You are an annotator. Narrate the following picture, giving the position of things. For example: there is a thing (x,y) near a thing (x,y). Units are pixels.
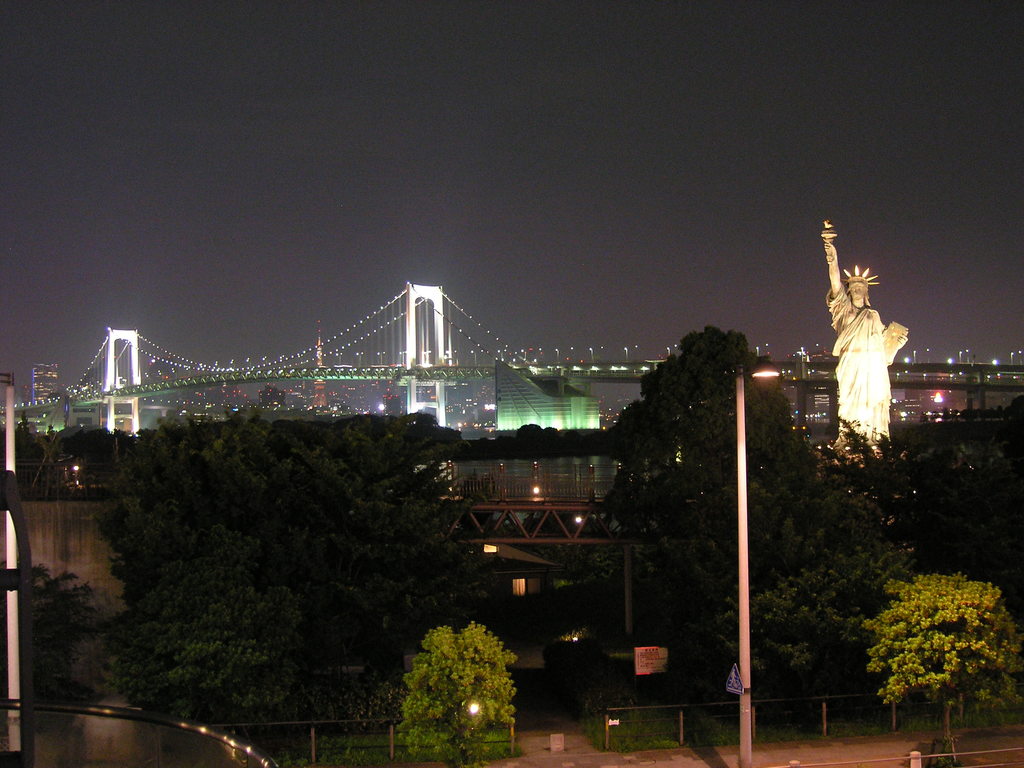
This picture is clicked outside the city. At the bottom of the picture (646,640), we see trees (654,618) and a street light (743,653). Behind that, we see a bridge (555,508) and on the right side (885,351), we see the statue of liberty (865,285). Behind that, we see a bridge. In the background (506,398), we see buildings (338,400) and street lights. At the top of the picture (384,159), we see the sky (571,269). This picture is clicked in the dark.
